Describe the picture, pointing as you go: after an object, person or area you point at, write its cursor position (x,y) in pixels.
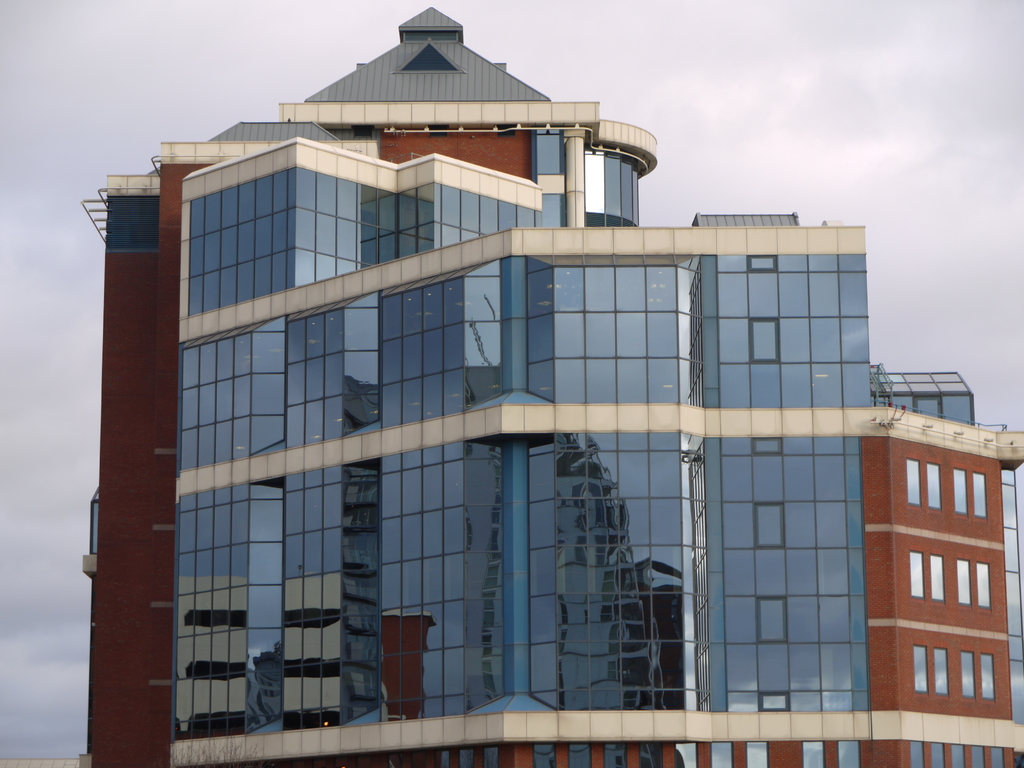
Here we can see building (366,342). Background (813,30) we can see sky (31,288).
